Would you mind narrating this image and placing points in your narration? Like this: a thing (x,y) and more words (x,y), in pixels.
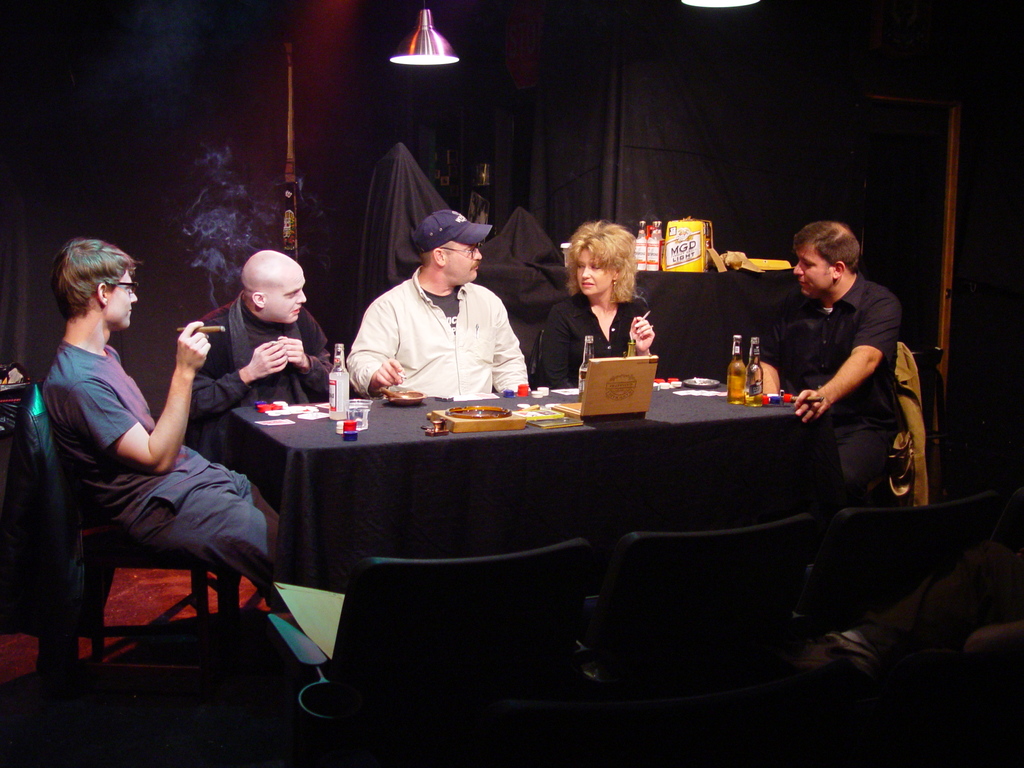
In the picture there is a black color table (416,503), there are few people (195,532) sitting around the table (716,424), on the table (755,422) there is a box (607,368), some bottles (341,396) and cards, in the background (698,126) there is a black color cloth (492,116), to the roof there are two lights (444,40).
